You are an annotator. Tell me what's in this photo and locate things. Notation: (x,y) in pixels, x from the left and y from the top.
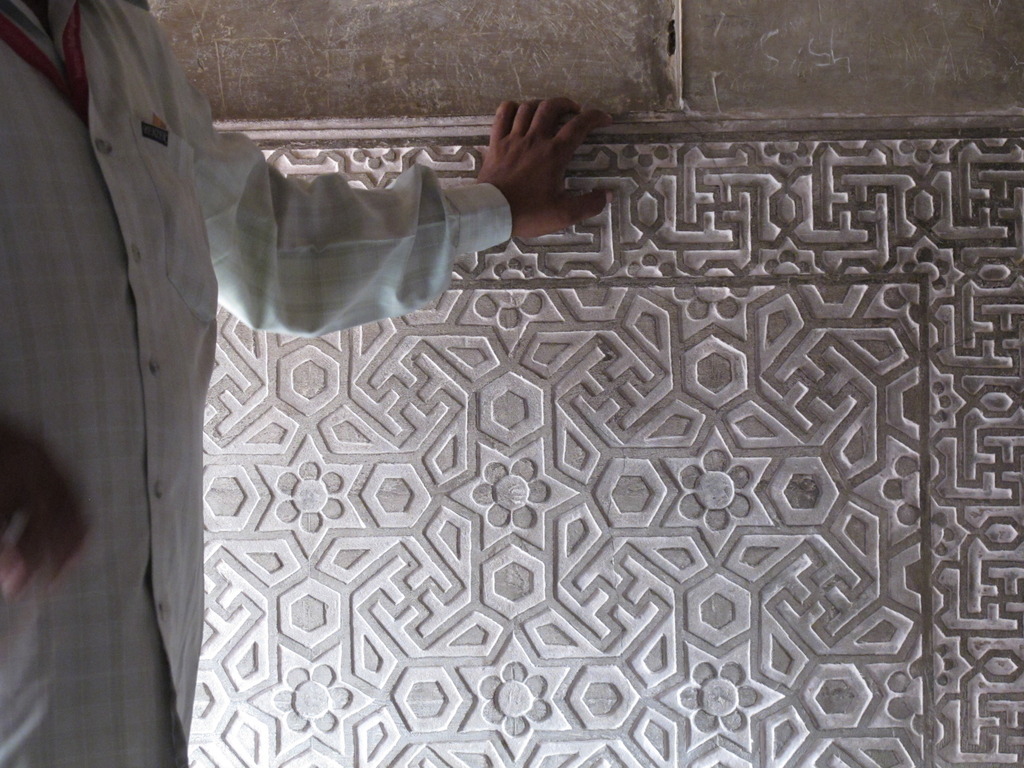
In this image we can see one big wall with a design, one person (545,105) with red tag (77,77) standing and holding the wall (311,54).
